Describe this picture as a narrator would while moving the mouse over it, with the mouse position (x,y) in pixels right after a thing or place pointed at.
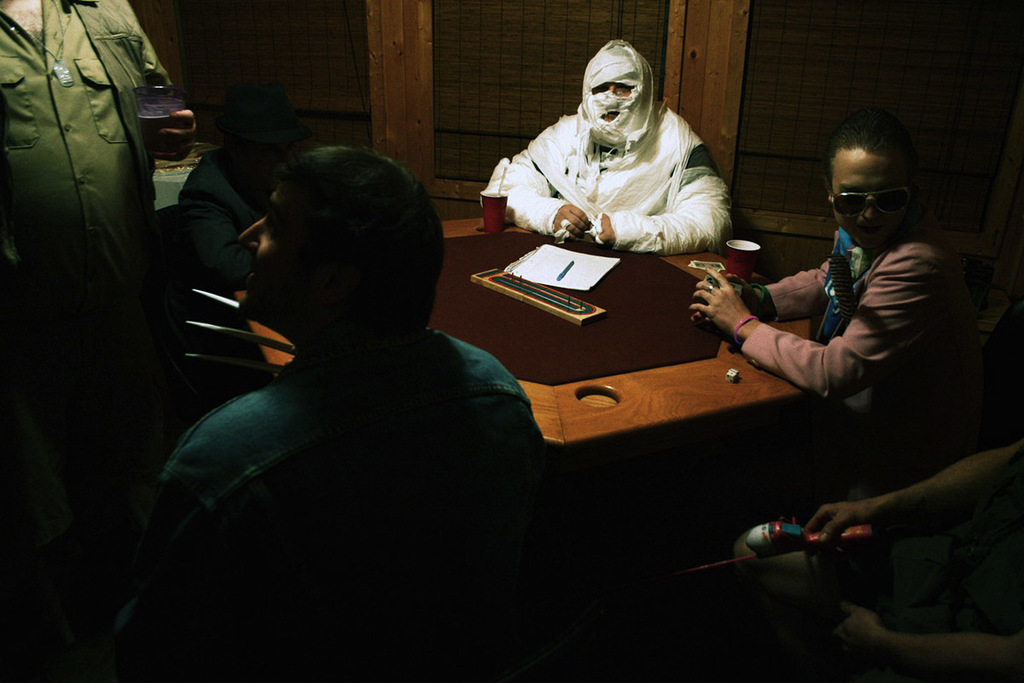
In this image there are group of people (220,233) sitting around the table (488,301) in which one of them is having bandage (575,194) in the whole body (709,235), also there is a paper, pen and other things (482,282) on table (546,433).
